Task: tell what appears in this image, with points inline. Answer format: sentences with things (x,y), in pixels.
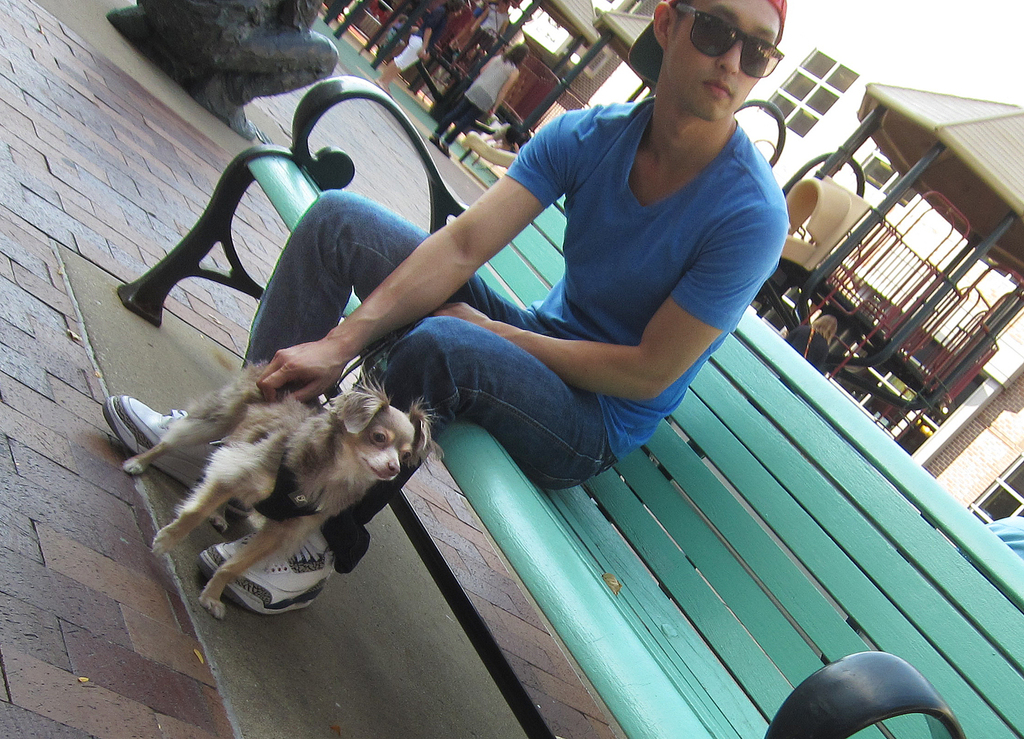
there is a green wooden bench (760,584) on which a person (520,386) is sitting wearing a blue t shirt (610,307), jeans (444,372), goggles (748,53) and a cap (769,3). he is holding a dog (269,433) which is standing on the ground (107,510). at the back (185,15) there is sculpture (237,57). behind that there are slides (825,249), people (473,93) are standing there. at the back (822,63) there are buildings (835,81) which has windows (824,99). it is street side (48,140).
